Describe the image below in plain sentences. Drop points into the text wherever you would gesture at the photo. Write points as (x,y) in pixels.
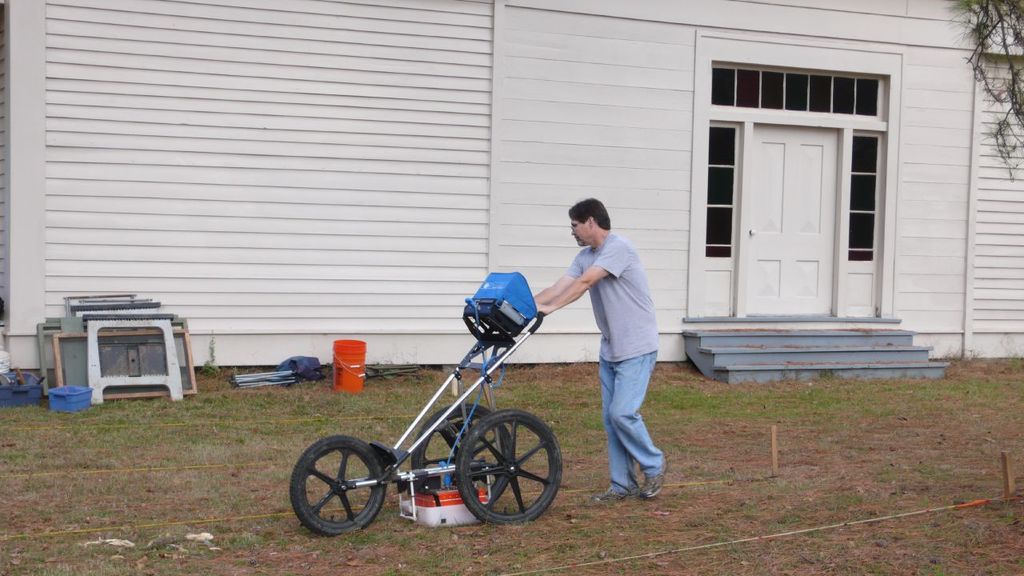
This picture consists of a person (573,233) holding a trolley (505,319), building (252,179) visible in the middle (354,328), in front of building (245,307) there is a bucket (352,346), there are some metal stands (136,367) and a blue color basket (50,397) kept on floor (200,402), in the top right (978,35) there are some leaves (985,23) visible.
